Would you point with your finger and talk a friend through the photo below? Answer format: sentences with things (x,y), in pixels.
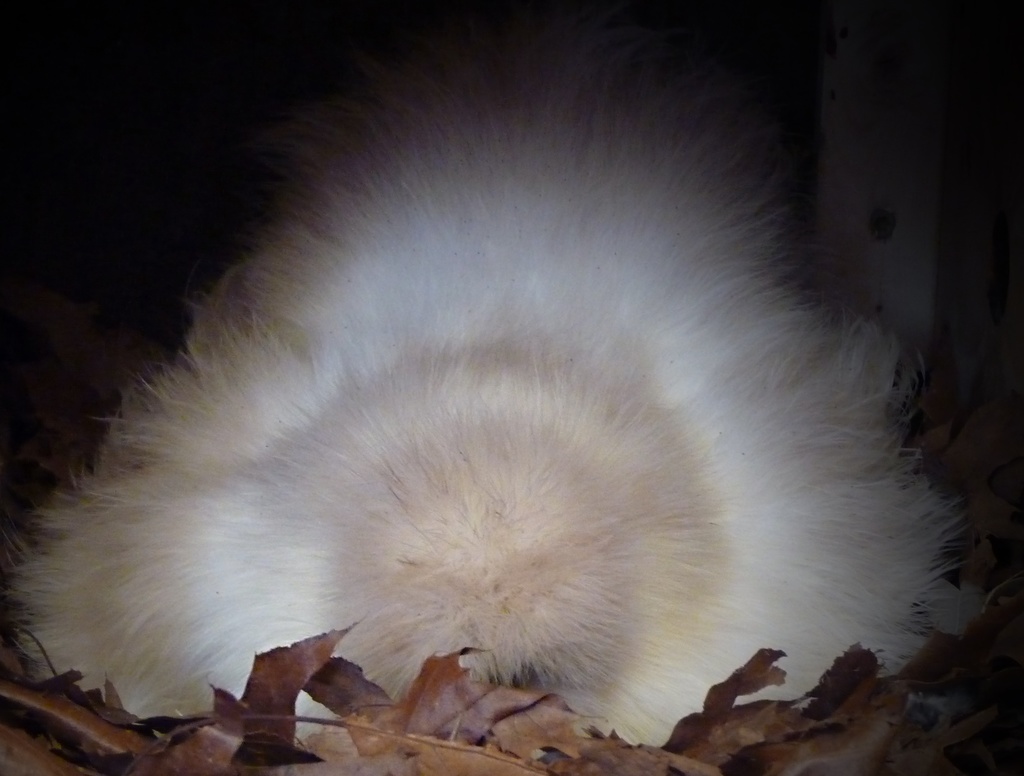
In this image I can see there are some dry leaves (531,741) and there is a white color object (381,651) and the backdrop (34,49) is dark.
